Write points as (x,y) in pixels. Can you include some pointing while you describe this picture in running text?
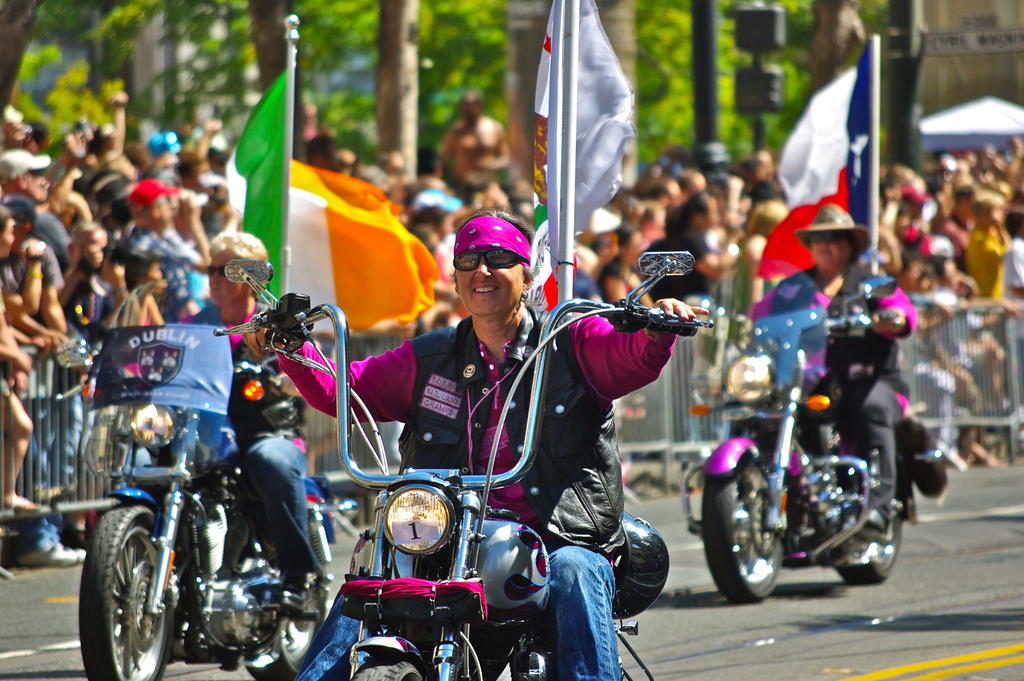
In this image I can see three persons (473,430) riding motorbikes (457,615). here is a helmet (636,560) hanging to the motorbike (544,335). I can see three flags (550,217) behind the persons (815,277). At background (108,205) I can see group of people (153,180) standing and watching their performance. I can see a tall trees (279,40) behind the audience (496,157).
